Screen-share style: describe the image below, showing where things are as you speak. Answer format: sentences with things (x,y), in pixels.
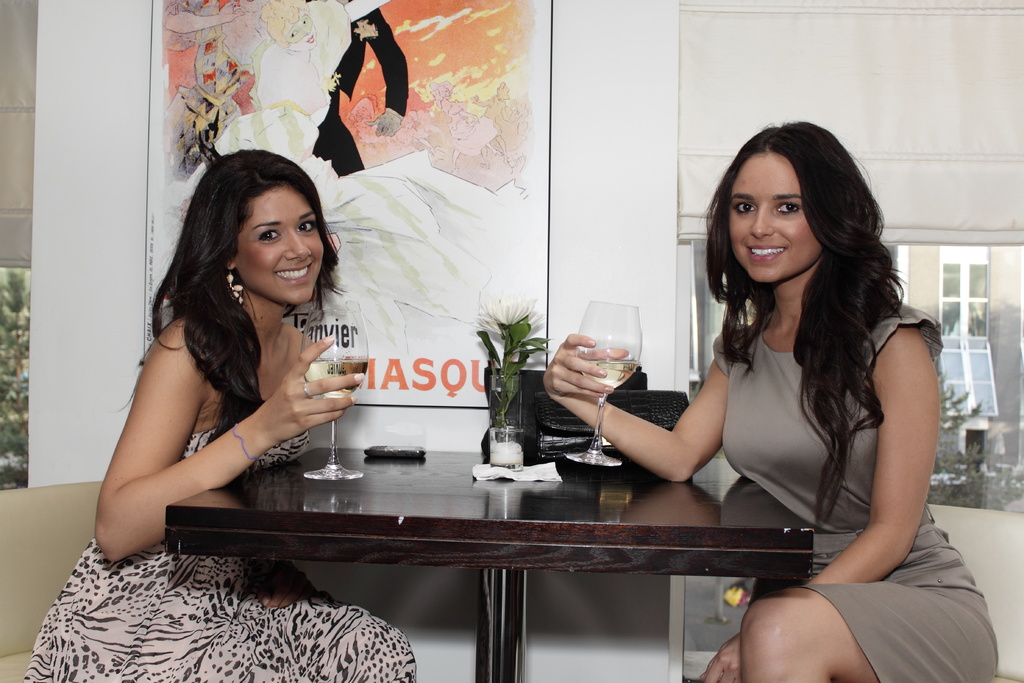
In this image there are two lady persons (251,430) sitting on the chair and having their drinks (331,366) and at the background of the image (367,146) there is a painting (466,141).
